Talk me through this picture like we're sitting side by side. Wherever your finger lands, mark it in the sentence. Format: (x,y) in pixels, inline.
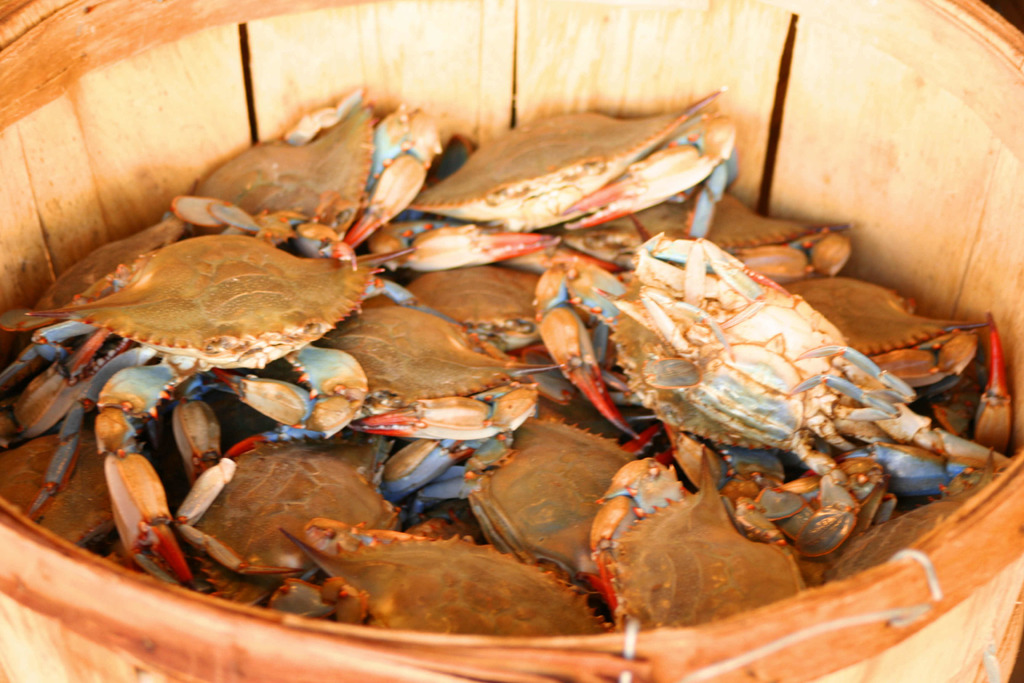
In this image I see the bucket (447,94) in which there are number of crabs (445,248).
